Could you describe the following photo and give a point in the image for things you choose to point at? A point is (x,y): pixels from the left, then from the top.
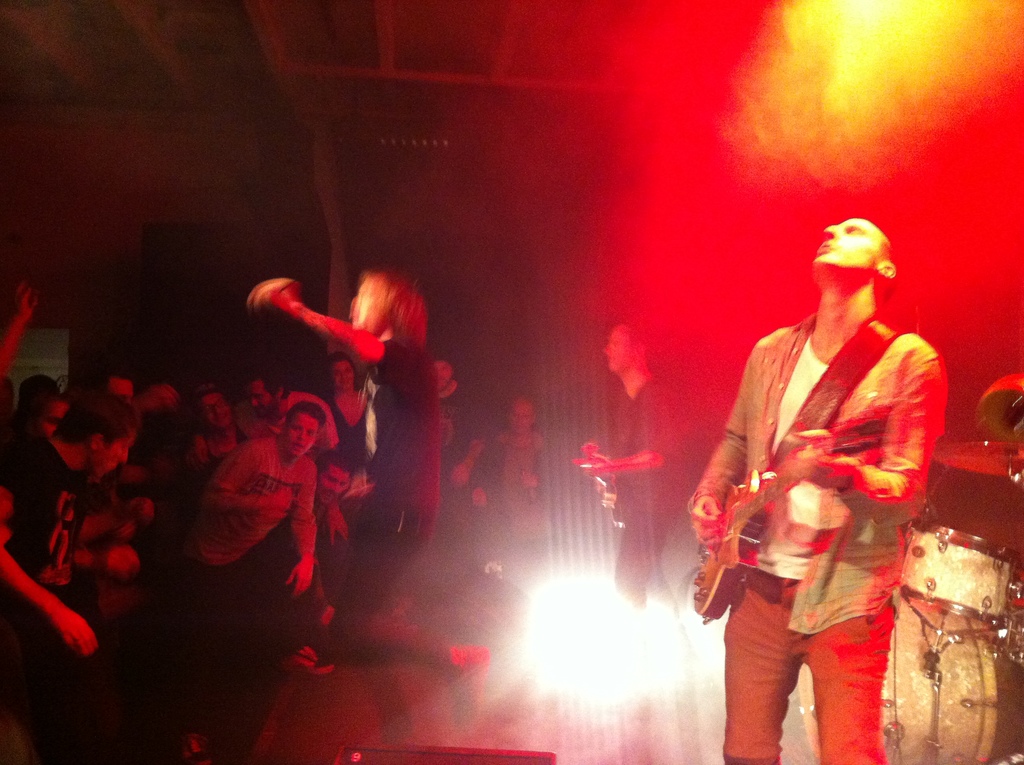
In this image there are group of people (73,610). Two persons (624,335) standing and playing the guitar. The person (403,523) in the middle of the image (432,400) is jumping. At the right side of the image (911,704) there is a drum (908,742) and at the bottom (370,754) the image there is a speaker (401,751).
